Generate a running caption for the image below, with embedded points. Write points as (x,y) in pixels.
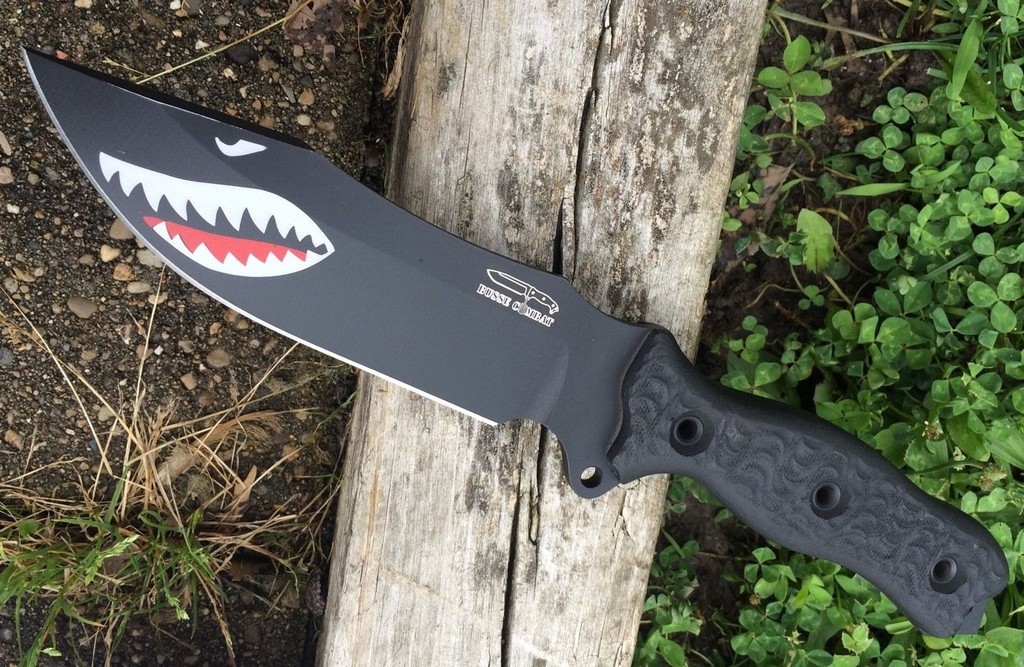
This is a knife (459,352), which is black in color is placed on the wooden block (636,308). I think these are the plants (939,293). This looks like a grass (162,520). I can see the small stones (83,294) lying on the ground (75,30).
